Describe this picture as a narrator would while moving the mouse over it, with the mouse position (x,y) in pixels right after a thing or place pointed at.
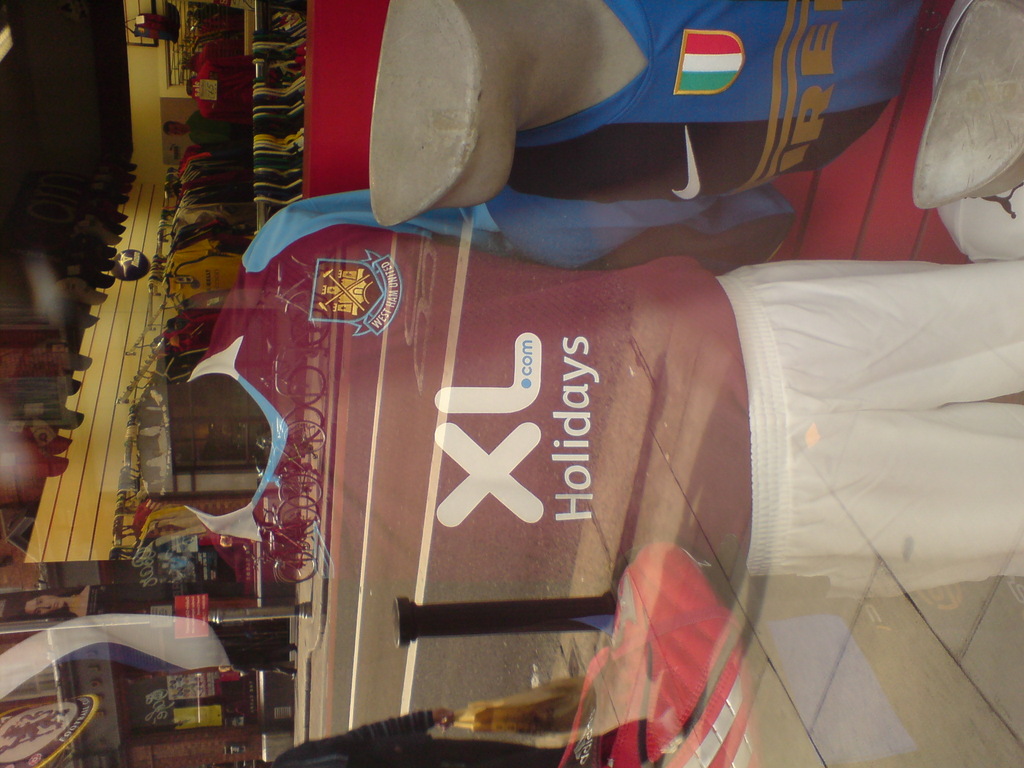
In this picture we can see two mannequins (633,445) with dresses (630,446) and on the glass (620,435) we can see the reflection (601,431) of the road (469,442), bicycles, here we can see some objects (678,561).
